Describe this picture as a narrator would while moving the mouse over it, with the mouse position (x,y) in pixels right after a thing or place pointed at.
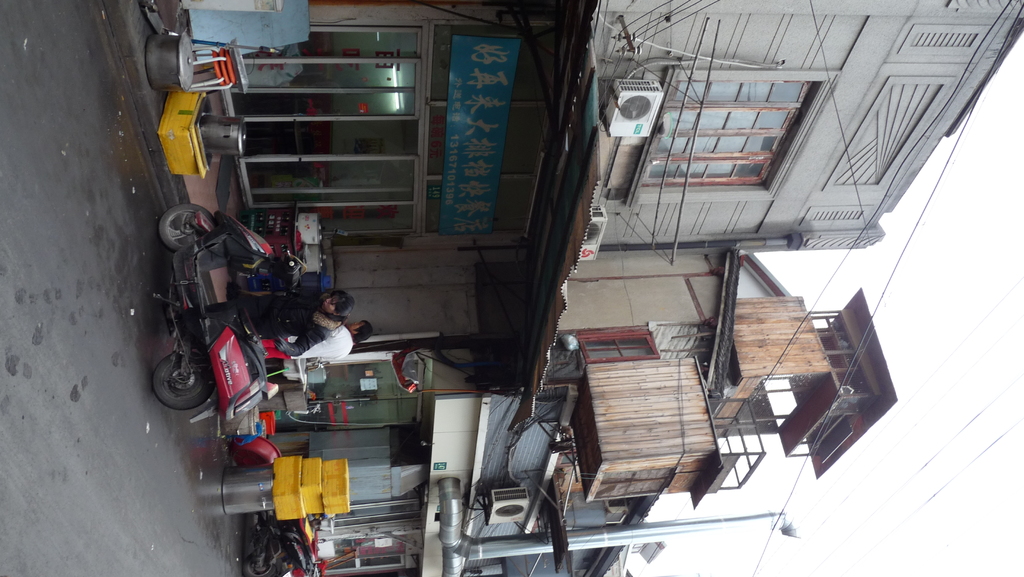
In the foreground (179,280) I can see bikes (250,379), two persons (311,322), boxes (286,459), trays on the road (162,334). In the background (608,276) I can see buildings (582,303), wires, poles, pipe (450,500), boards (507,81) and doors (237,111). On the right (980,343) I can see the sky (932,432). This image is taken may be on the road (213,465) during a day.
